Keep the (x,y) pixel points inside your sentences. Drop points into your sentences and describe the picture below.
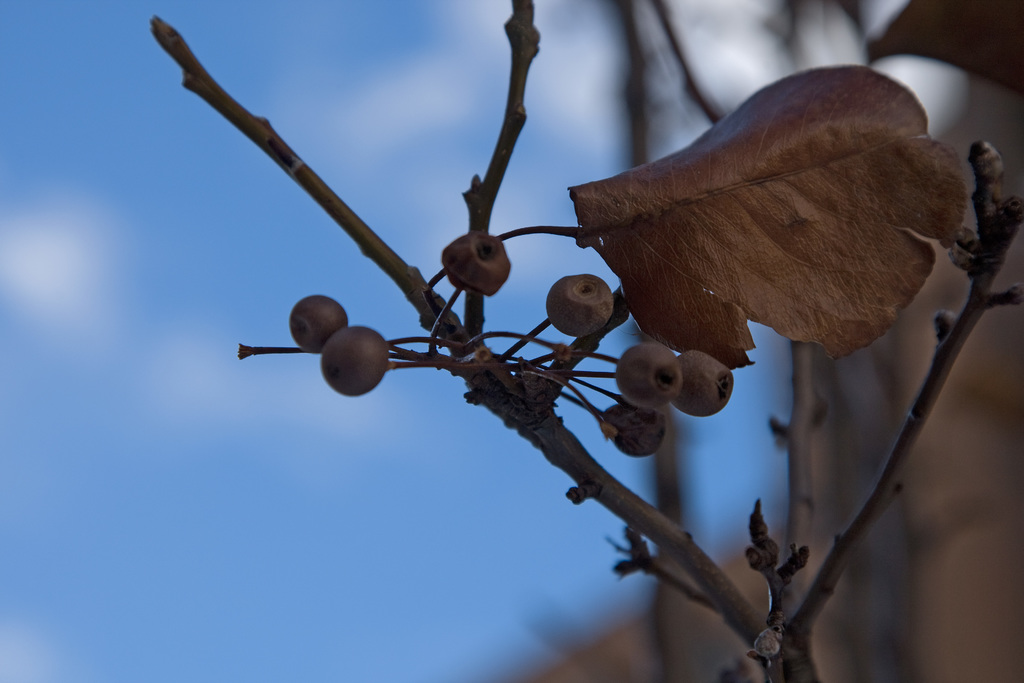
In this image we can see berries (626,388), leaf (813,285), and stems (991,181). There is a blur background (376,109) and we can see sky (451,552) with clouds (30,668).
